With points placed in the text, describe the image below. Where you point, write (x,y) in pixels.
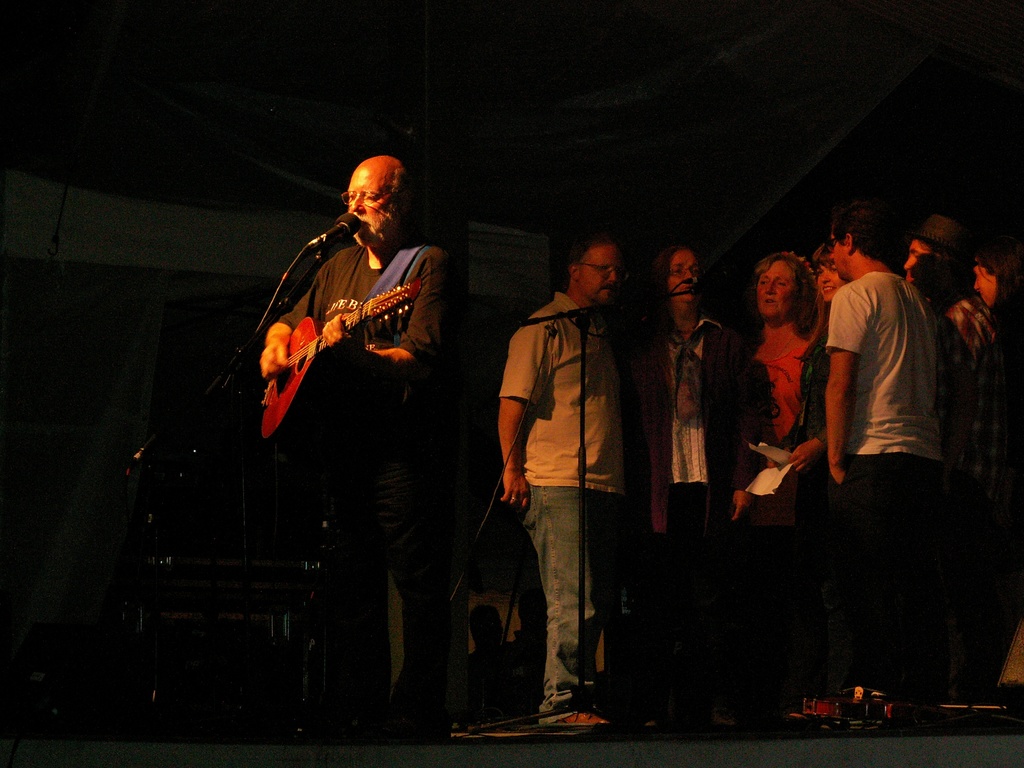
In the image there are group of people (541,484) who are standing. On left (321,317) there is a man (330,284) holding his musical instrument (311,360) and singing in front of a microphone (332,235). In background (846,295) there are group of people (934,360) who are singing in front of a microphone (700,290).
